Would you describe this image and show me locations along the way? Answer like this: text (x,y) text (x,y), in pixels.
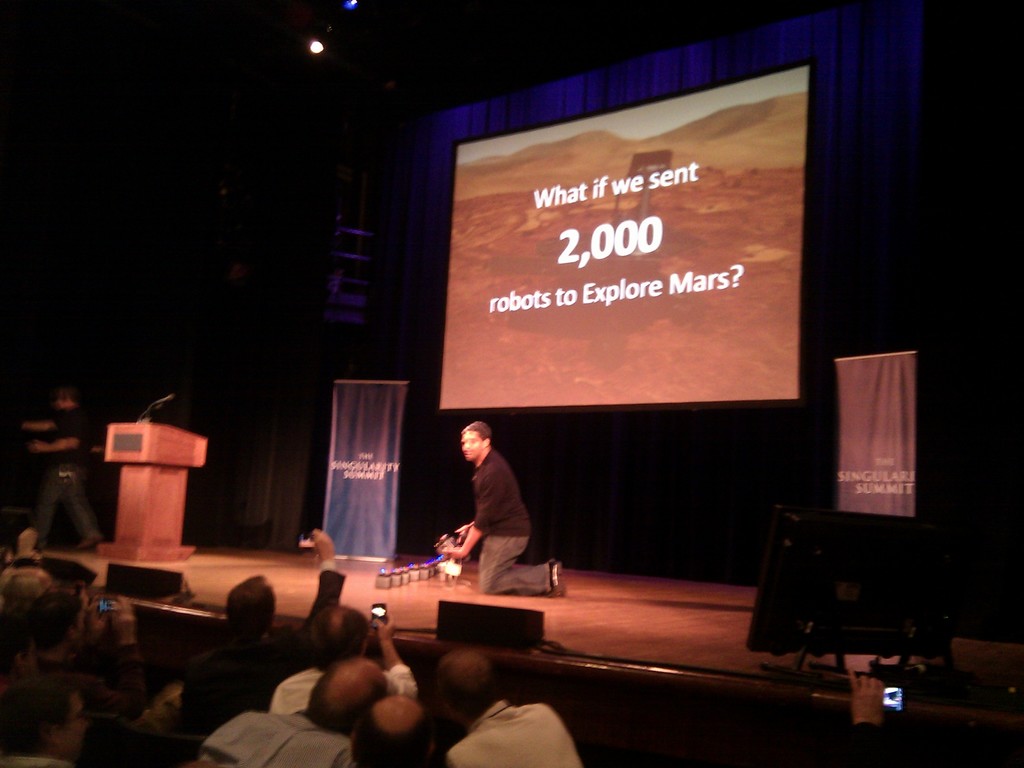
In this image, there are a few people (118,703). Among them, we can see some people (463,451) on the stage (213,569). We can also see a podium (156,454) and some screens (500,285). We can see a microphone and some boards (386,543) with text (879,484). We can also see some objects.
